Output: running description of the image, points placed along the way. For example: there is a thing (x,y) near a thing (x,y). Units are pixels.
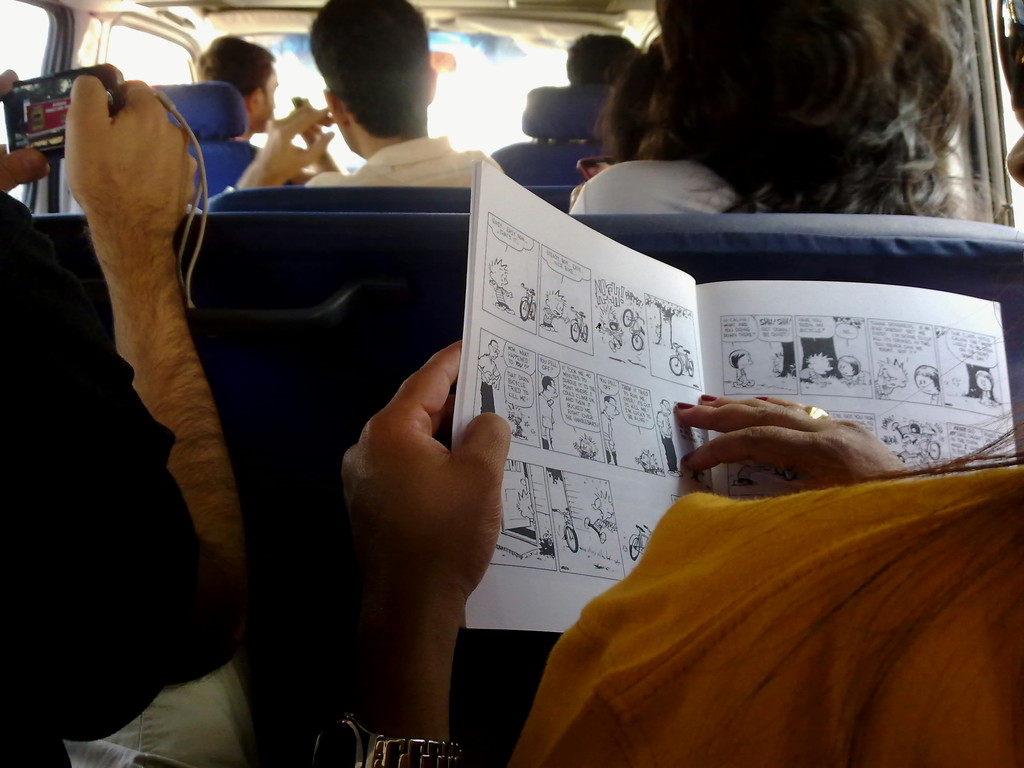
In the image we can see there are people (273,153) wearing clothes (89,354), this is a wrist watch (361,735), finger ring (819,418), a book (798,367) and a gadget (49,114). This is an internal view of a vehicle (308,264).
